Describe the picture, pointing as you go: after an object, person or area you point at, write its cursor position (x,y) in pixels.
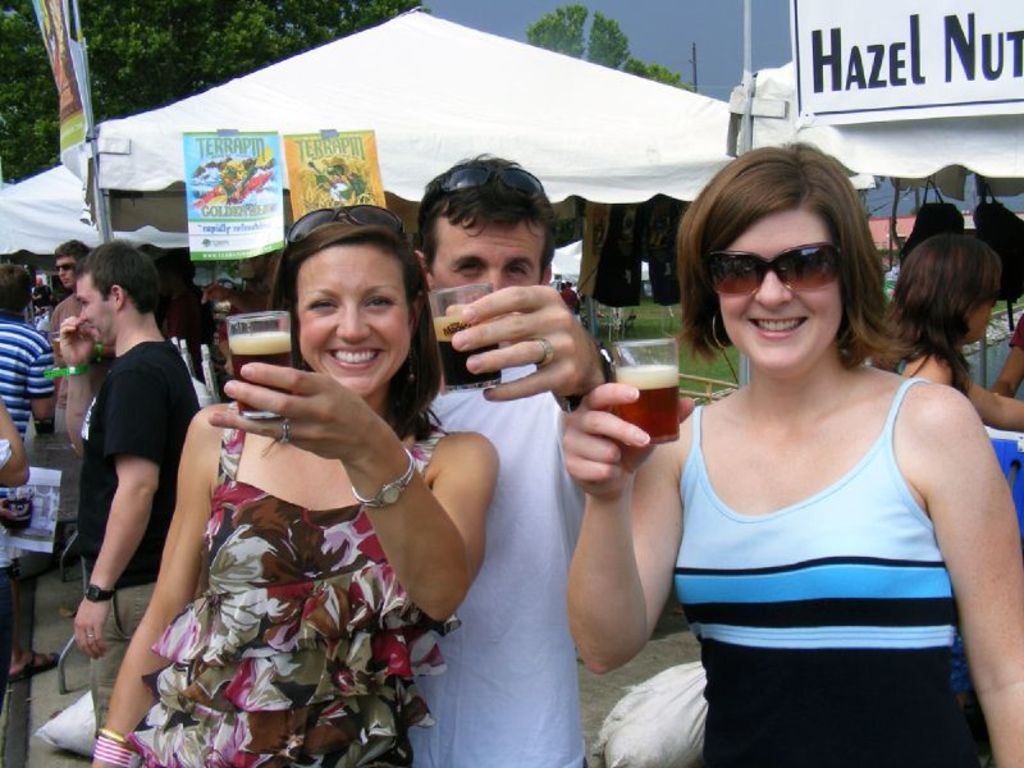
In this image we can see persons (482,624) standing on the ground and holding glass tumblers (634,364) in their hands (507,340). In the background (615,171) we can see advertisements (815,77), tents (886,140), trees (284,53) and sky (634,45).
